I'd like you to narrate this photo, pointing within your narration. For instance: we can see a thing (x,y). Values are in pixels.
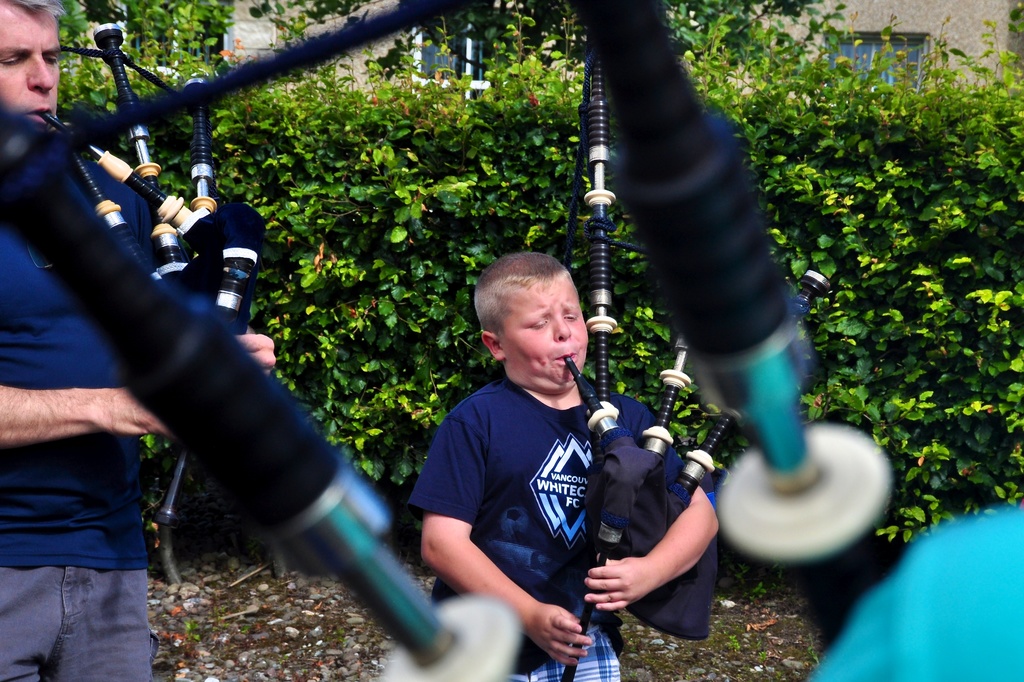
In this image in the middle (561,386), there is a boy (520,486), he wears a t shirt (523,540), trouser (554,673), he is playing bagpipes (627,450). On the left (103,372) there is a man (83,383), he wears a t shirt (65,367), trouser (68,614), he is playing bagpipes (181,234). In the background (355,236) there are plants (951,198), trees (708,39), building (910,13), windows (420,66) and wall (977,32).
